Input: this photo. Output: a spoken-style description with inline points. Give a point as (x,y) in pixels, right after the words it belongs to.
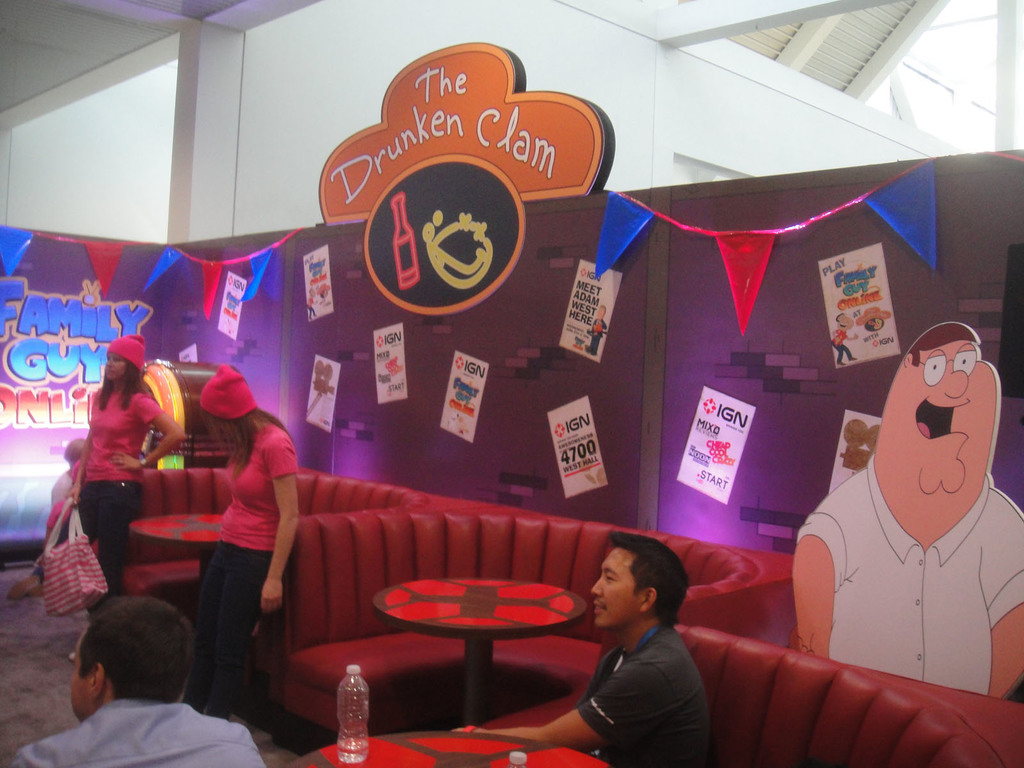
In the image we can see there are two women (129,511) who are standing in front of sofa (328,511) and here there are two men (617,740) who are sitting and beside them there is a table (391,746) on which there are two water bottles (353,709) and behind the people (256,479) there is a wall (665,427) on which there are posters (459,404) stuck and above it there is a hoarding (485,198) on which its written "The Drunken Clam".
